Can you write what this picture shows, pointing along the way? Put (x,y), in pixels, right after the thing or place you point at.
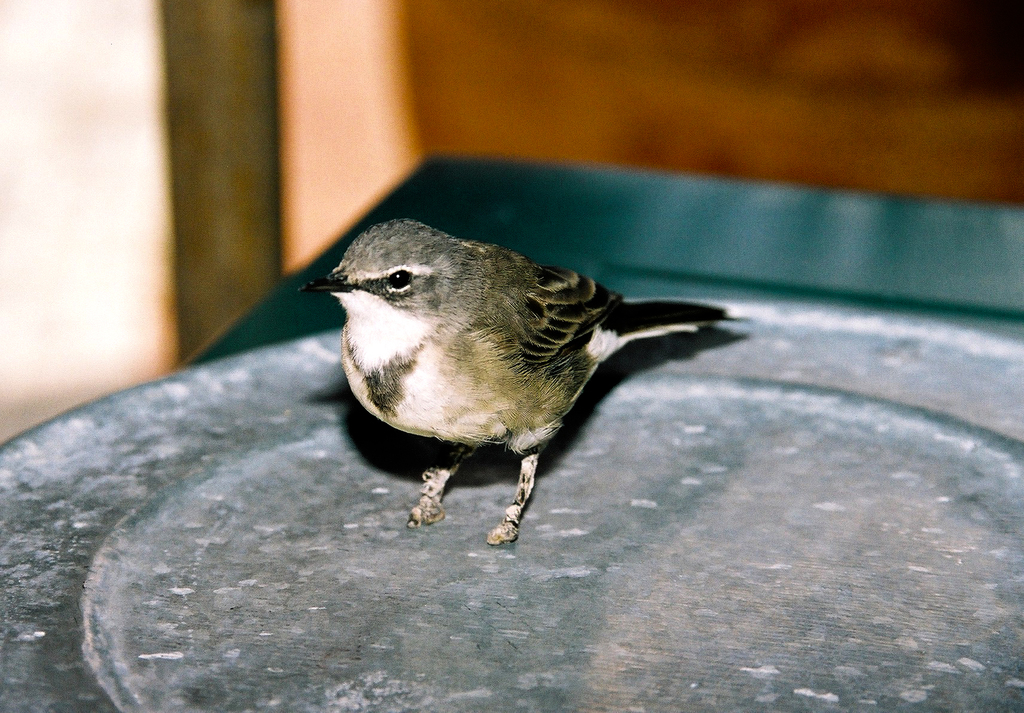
In this image I can see a bird (437,438). I can see colour of this bird (356,328) is white, grey and black. I can also see this image is little bit blurry from background (194,254).
